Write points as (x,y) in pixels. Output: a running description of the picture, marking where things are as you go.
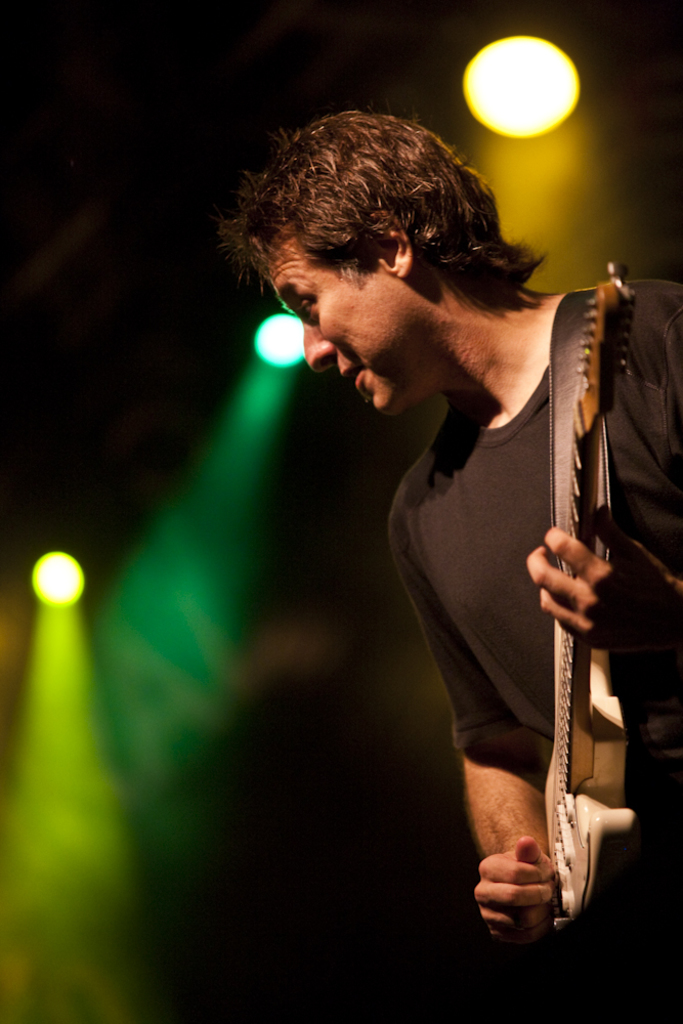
Here is a man (489,639) playing guitar (589,726). He wore black T-shirt (463,512). At background (209,470) I can see some show lights (529,97) which are of yellow, green and blue in color.
